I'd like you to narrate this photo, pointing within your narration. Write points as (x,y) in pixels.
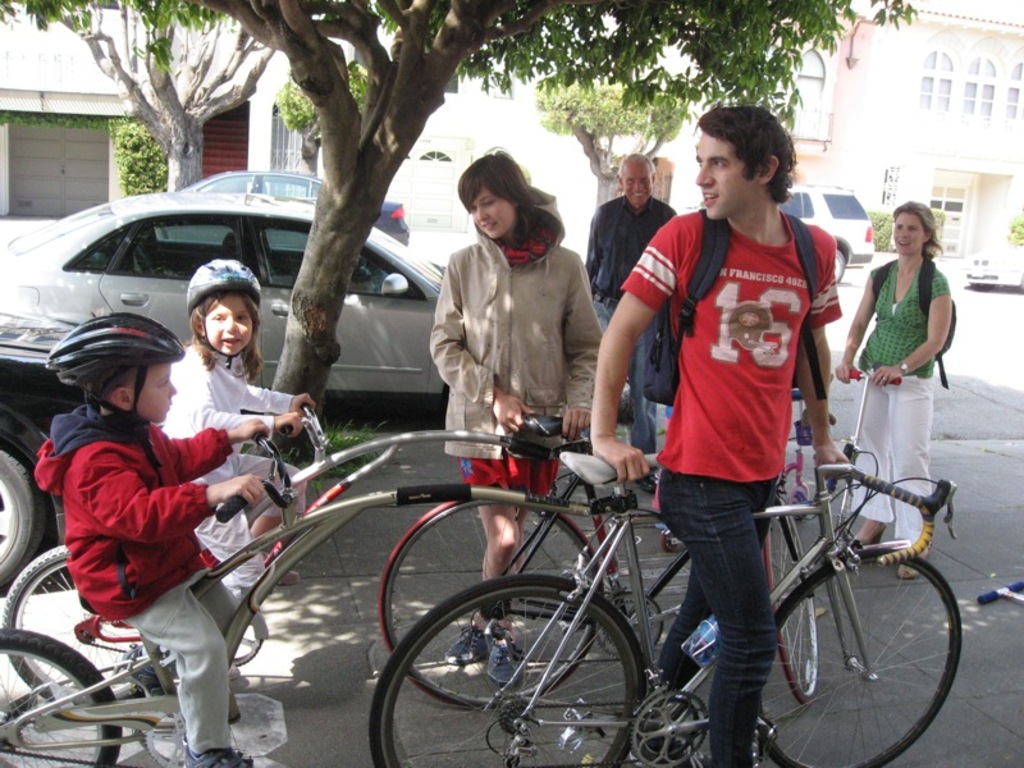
In this image I see 6 people (492,565) and in which 2 of them are sitting and rest of them are standing. In the background (952,109) I see few cars (18,522), the path (1009,431), few trees (531,30) and the buildings (20,54).
